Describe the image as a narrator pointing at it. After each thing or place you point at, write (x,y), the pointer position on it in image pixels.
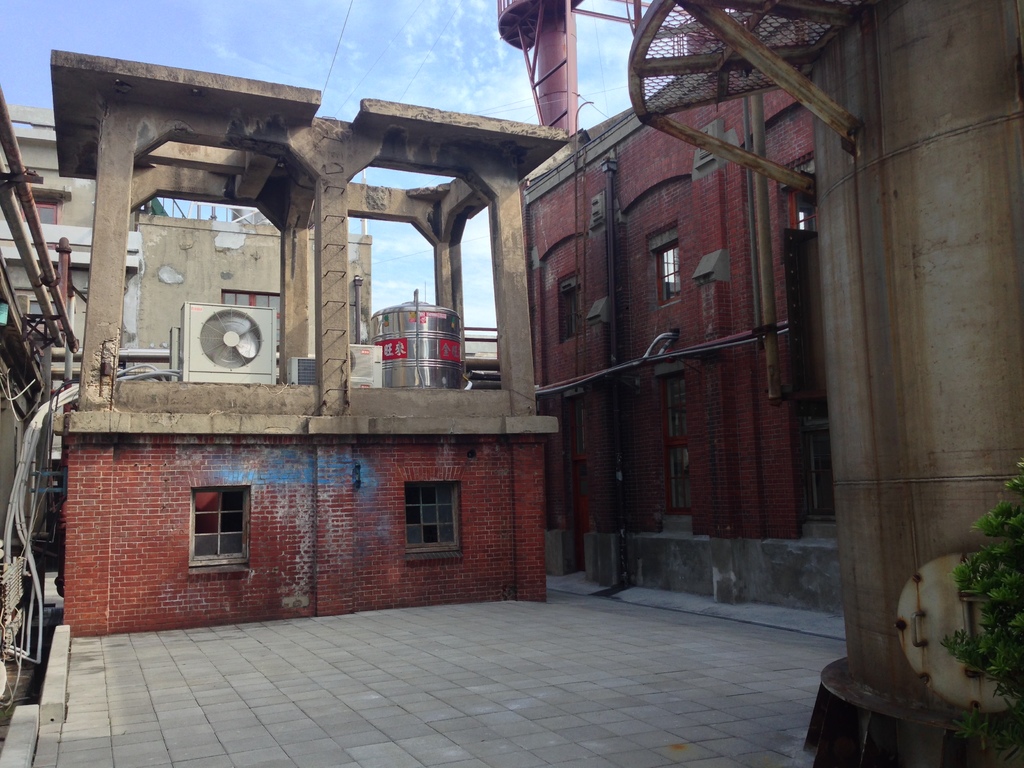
In this picture I can see buildings (585,172), a metal tank (440,358), few Windows (683,393) and I can see a condenser (246,332) and a blue cloudy sky (335,41). I can see a plant (967,650) on the right side (1012,537).
